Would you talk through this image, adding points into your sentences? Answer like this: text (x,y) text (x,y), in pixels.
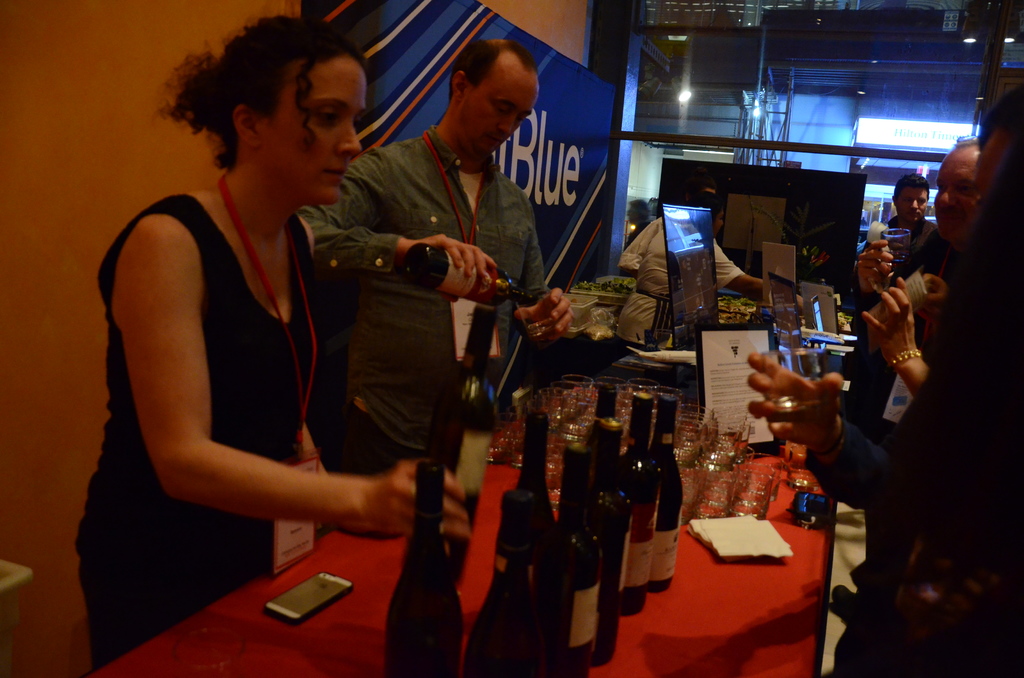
In this picture we can see a few bottles (578,663), phone (278,608), tissue papers (725,530), glasses (586,426), laptops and other objects (680,350) on a table (654,656). We can see a person (446,311) holding a bottle (497,297) and pouring a liquid (531,329) in the glass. There are a few people (986,383) holding objects (904,271) in their hands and standing on the right side (946,440). There is some text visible on a blue surface (548,283) on the left side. We can see a glass object (724,109). Through this glass object (745,111), we can see a few lights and other things (764,22) in the background (924,56).
